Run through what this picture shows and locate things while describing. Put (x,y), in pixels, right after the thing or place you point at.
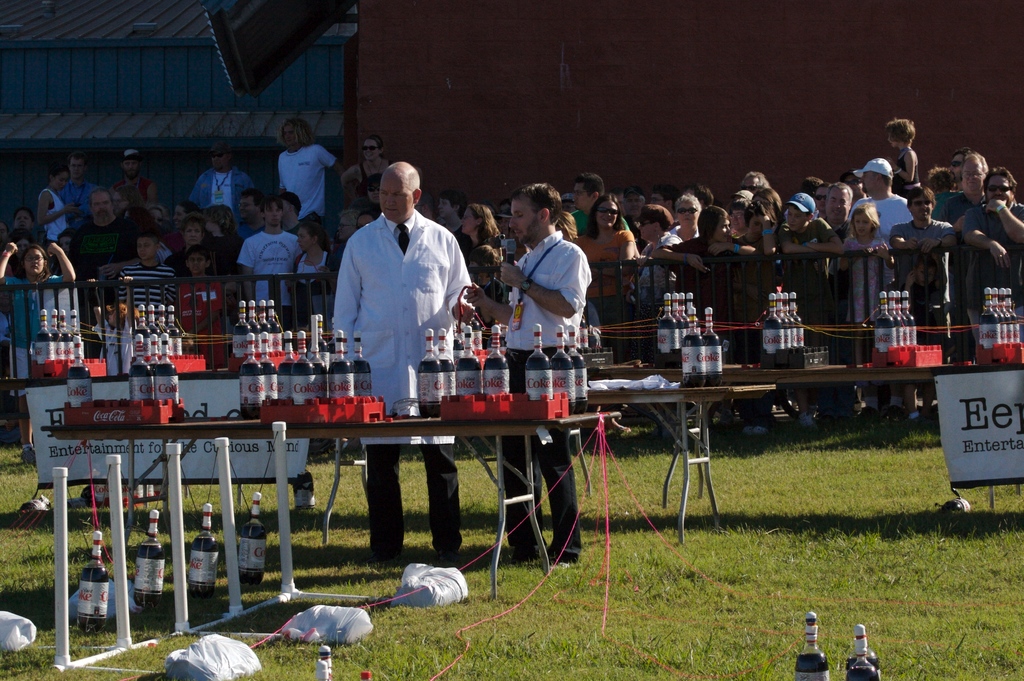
In this image we can see some group of persons (167,271) standing behind fencing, in the foreground of the image (358,260) there are two persons (393,279) wearing white color dress (393,279) standing and one of the persons (519,273) holding microphone (510,241) in his hands (506,271), we can see some bottles (167,399) which are on tables (174,427) and ground (634,680) and in the background of the image (744,123) we can see a wall (144,55).
